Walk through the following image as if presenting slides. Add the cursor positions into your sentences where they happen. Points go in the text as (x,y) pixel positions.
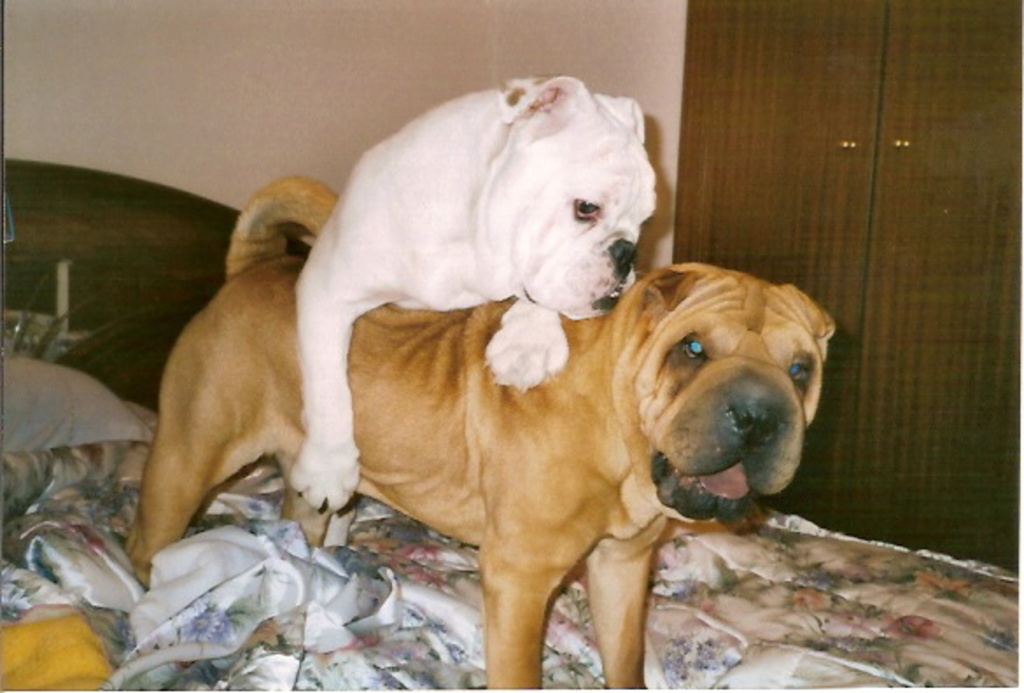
In this image we can see two dogs (361,409) on the bed (117,365). We can also see a door (748,43) and a wall (394,80) on the backside (386,131).
